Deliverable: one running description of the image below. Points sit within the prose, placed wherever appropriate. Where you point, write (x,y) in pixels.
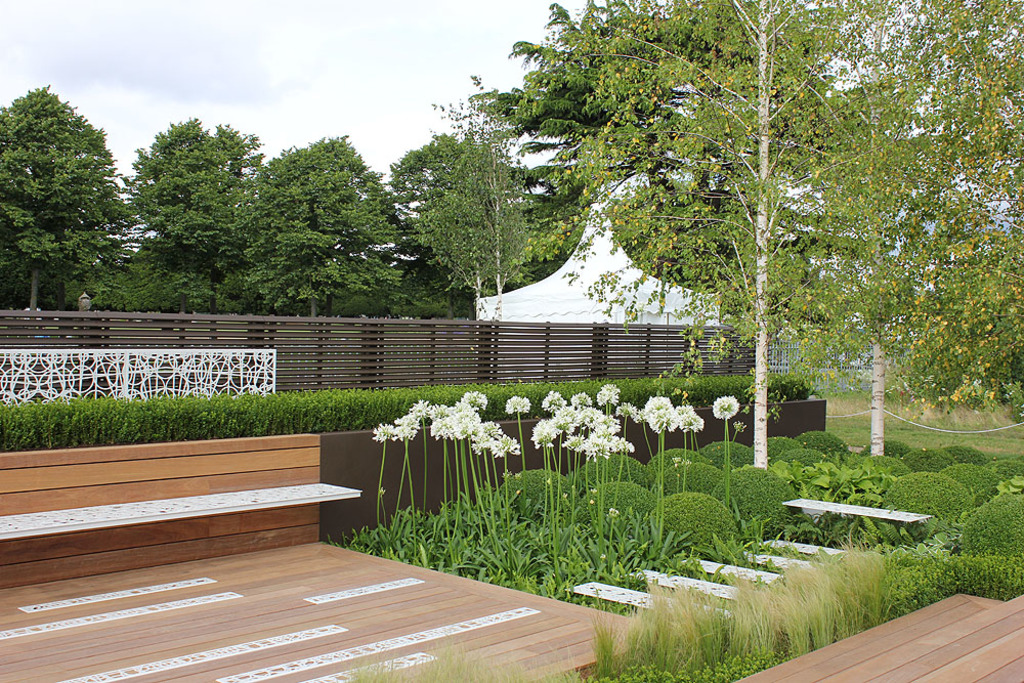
This place is looking like a garden (768,584). In the bottom right (926,644) there is a wooden plank (863,653). On the left side (112,567) there is a bench (119,500) and also there is a fencing (264,345). In this image I can see many plants (597,414) and trees (740,224). In the background (619,273) there is a building (575,307). At the top of the image (300,78) I can see the sky (242,84).
